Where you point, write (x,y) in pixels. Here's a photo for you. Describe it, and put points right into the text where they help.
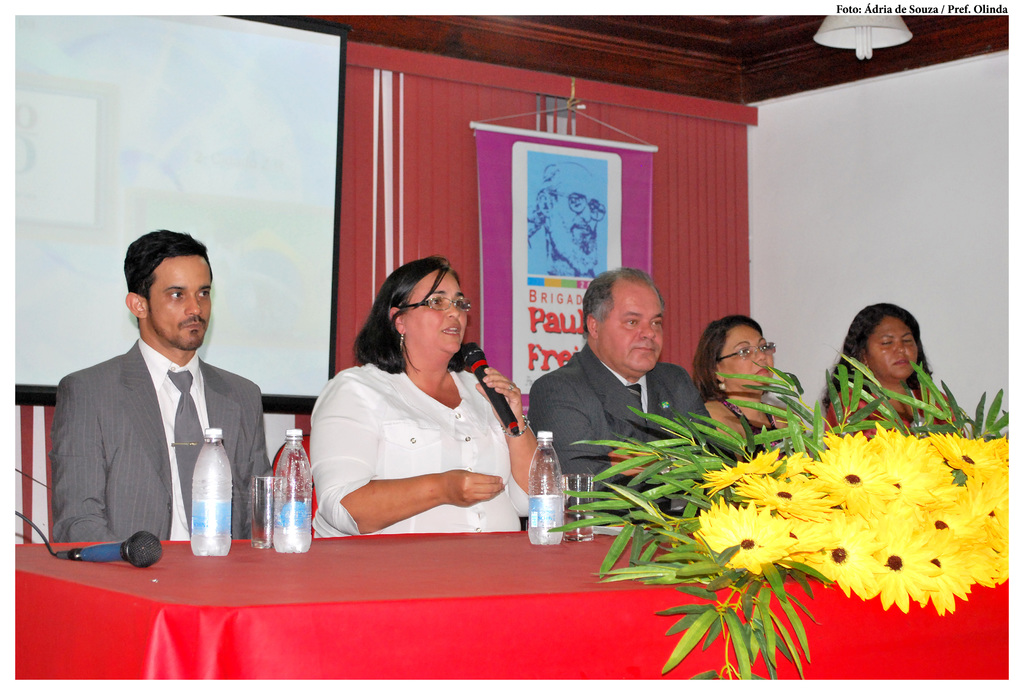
In this picture there are group of people (540,378), those who are sitting on the chairs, there is a table (228,554) in front of them, there are flowers (758,492), bottles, and glasses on the table (604,587), it seems to be an meeting as we have projector screen (278,117) behind the person (122,366) who is sitting at the left side of the image (163,364) and the lady (413,272) beside the person (170,356) is saying something in the mic (479,356).
